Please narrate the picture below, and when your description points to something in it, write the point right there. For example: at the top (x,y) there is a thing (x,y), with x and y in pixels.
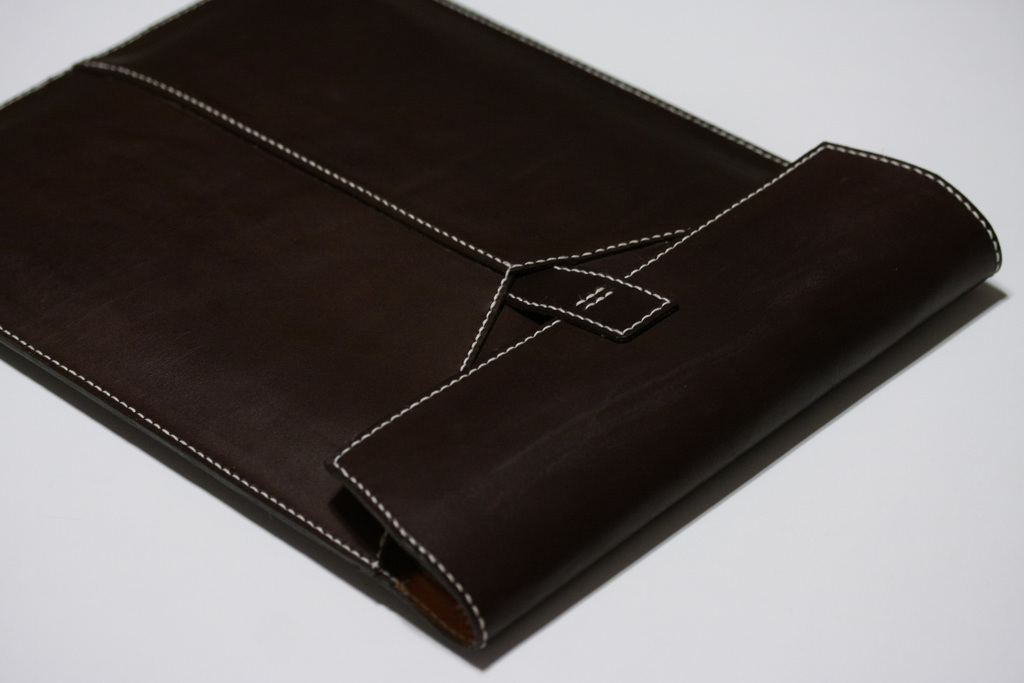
In this image I see a brown color thing (334,134) which is on the white color surface (789,36).
